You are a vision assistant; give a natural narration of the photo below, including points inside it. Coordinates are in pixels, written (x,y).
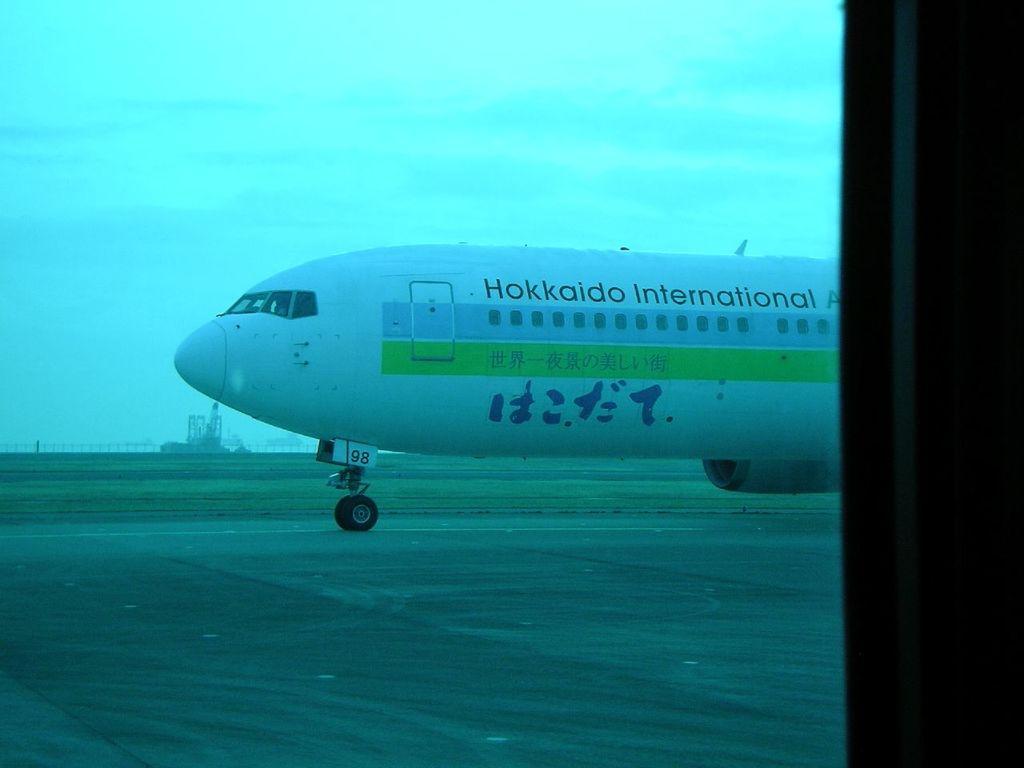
In the picture I can see an airplane (414,259) on the runway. In the background (430,470), I can see the green grass (492,481). There are clouds (269,172) in the sky (302,150).
